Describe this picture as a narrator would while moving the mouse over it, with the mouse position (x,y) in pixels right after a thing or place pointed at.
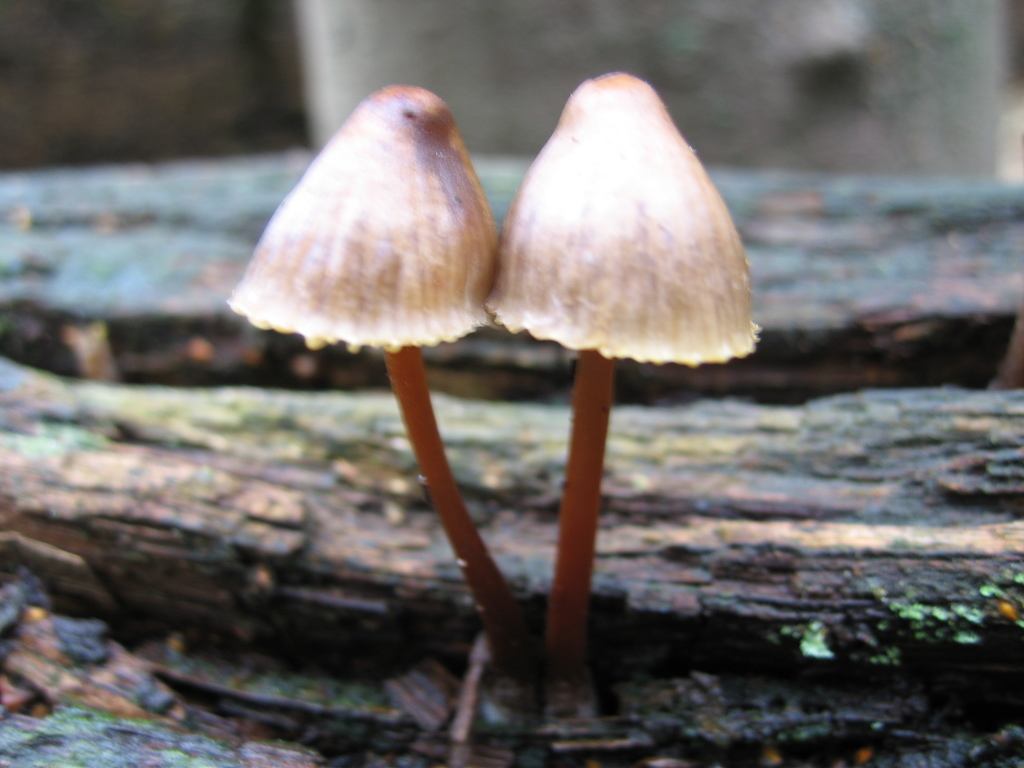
In the picture there are two mushrooms (551,262) and the background of the mushrooms (426,468) is blur.
